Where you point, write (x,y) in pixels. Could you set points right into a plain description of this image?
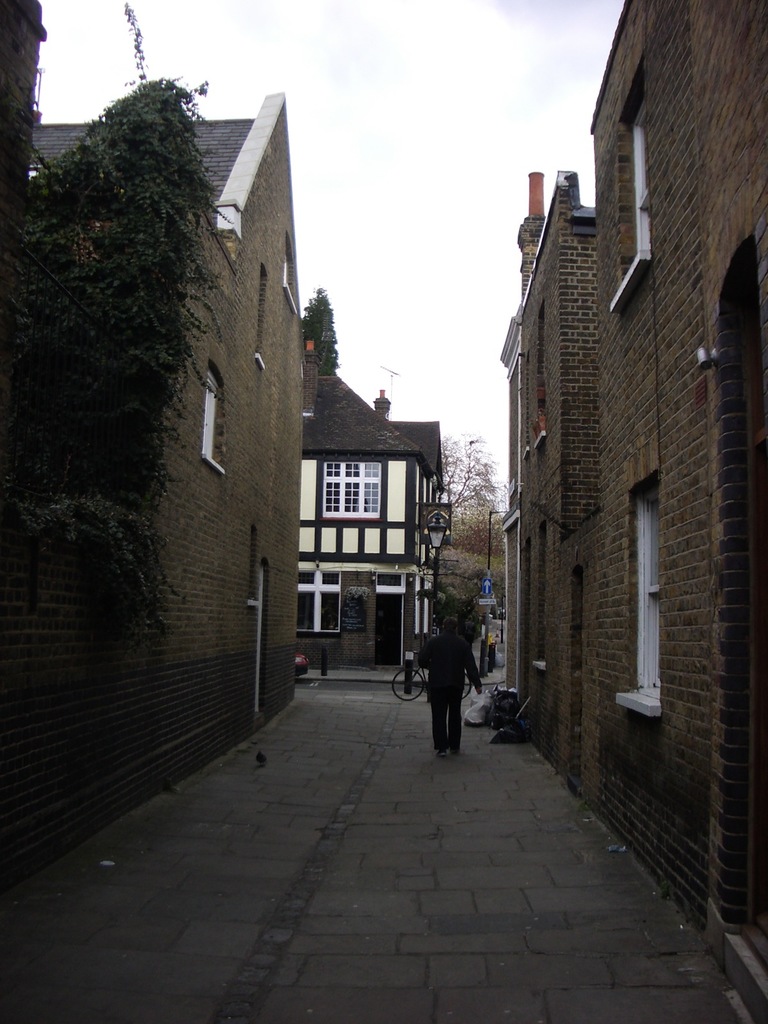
In the center of the image (447,675) we can see one man (442,745) walking on the road (466,775). In the background (395,222), we can see the sky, clouds (474,33), trees (480,566), buildings (510,580), poles (483,636), one cycle (469,680), bags (476,707) and a few other objects (357,624).
